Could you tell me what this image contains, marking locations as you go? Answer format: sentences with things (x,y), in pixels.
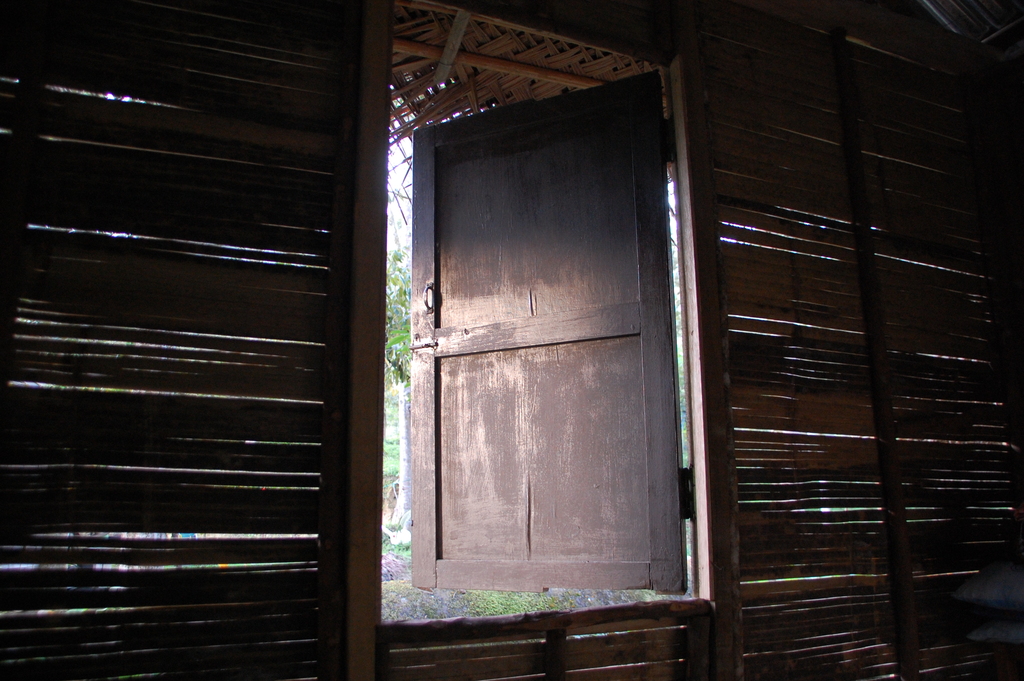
In the foreground of the picture (884,330) there is a wooden wall (283,513) and a door (448,412), outside the door (413,423) there are plants (405,348) and grass (462,601).
